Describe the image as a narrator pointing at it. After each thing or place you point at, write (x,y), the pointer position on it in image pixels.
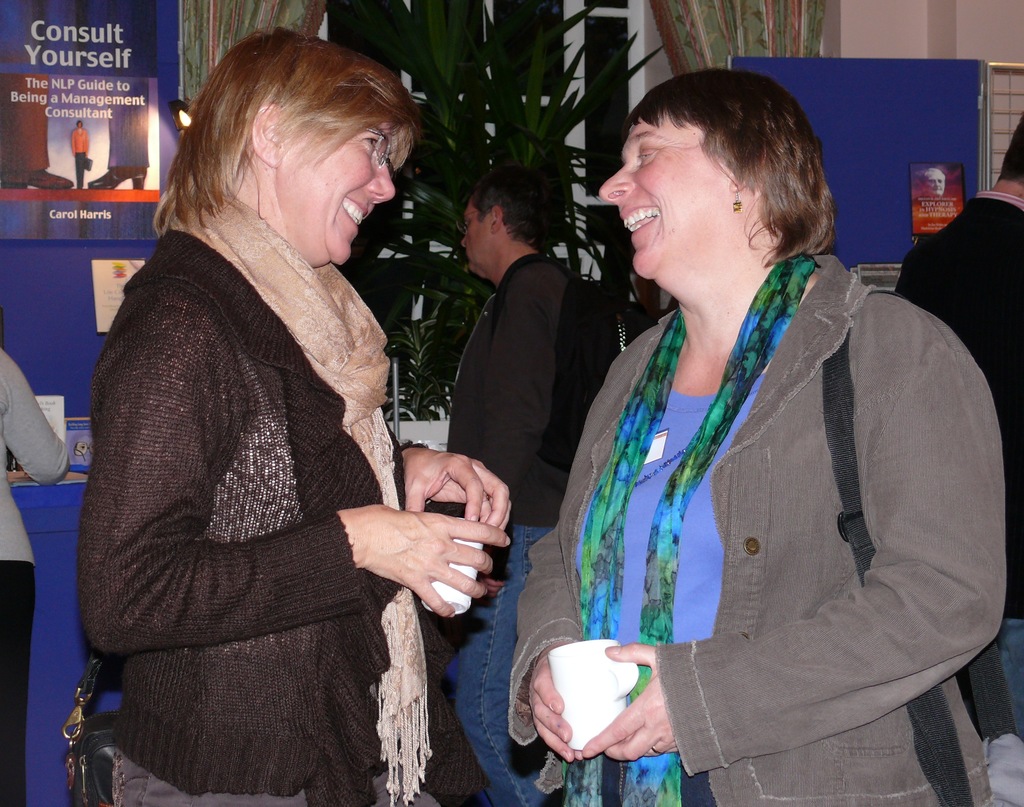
In the picture we can see two women (294,726) are standing and looking at each other and laughing and they are holding white cups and behind them, we can see a man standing near the plant (442,186) near the window (616,35) and besides we can see two persons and hoardings (14,137).
